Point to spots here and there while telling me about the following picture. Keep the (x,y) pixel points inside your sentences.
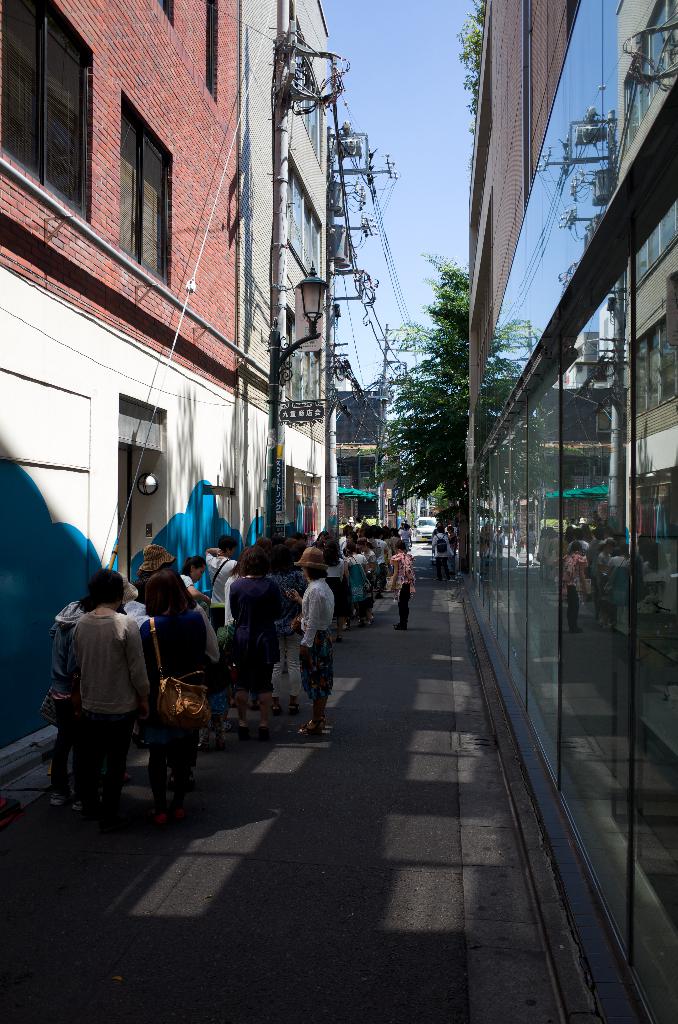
In this image, we can see a road (319,828) with some poles (286,111) and a few people (276,649) standing. On the left (185,536) and right side (487,502), we can see the buildings (570,529). We can also see trees (448,393). In the background (374,177), we can see the sky (407,279).
